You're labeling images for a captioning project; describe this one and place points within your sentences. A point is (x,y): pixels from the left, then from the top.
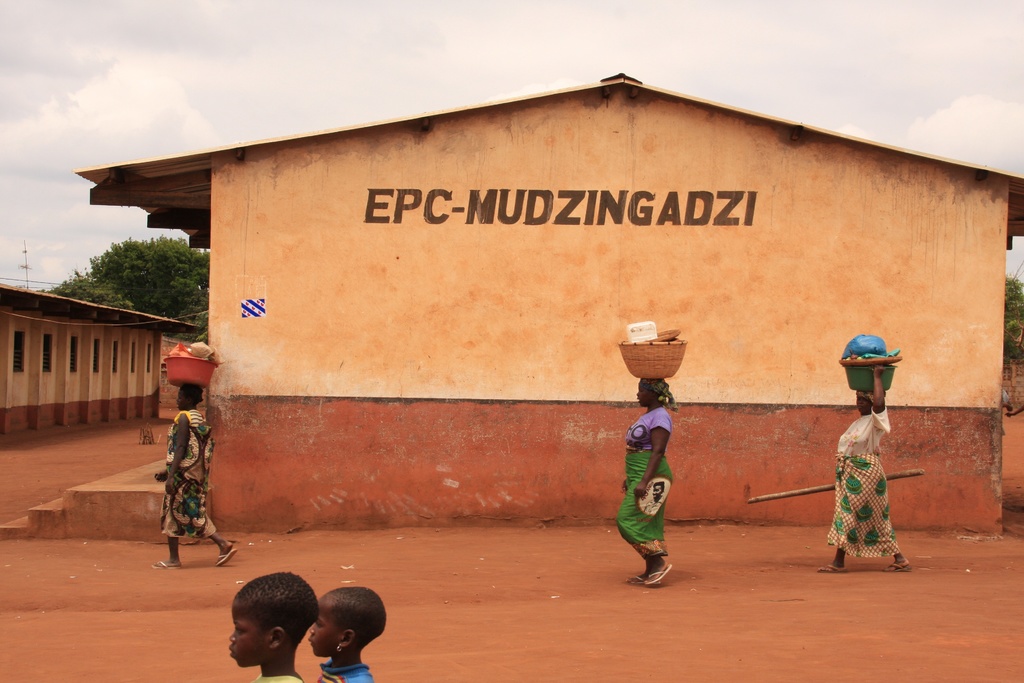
In this image I can see group of people (263,587) walking. In front (642,479) the person (654,482) is wearing purple and green color saree (649,468) and holding the basket (657,357). In the background (428,306) I can see few buildings (291,498), trees (140,275) in green color and the sky (177,63) is in white color.
